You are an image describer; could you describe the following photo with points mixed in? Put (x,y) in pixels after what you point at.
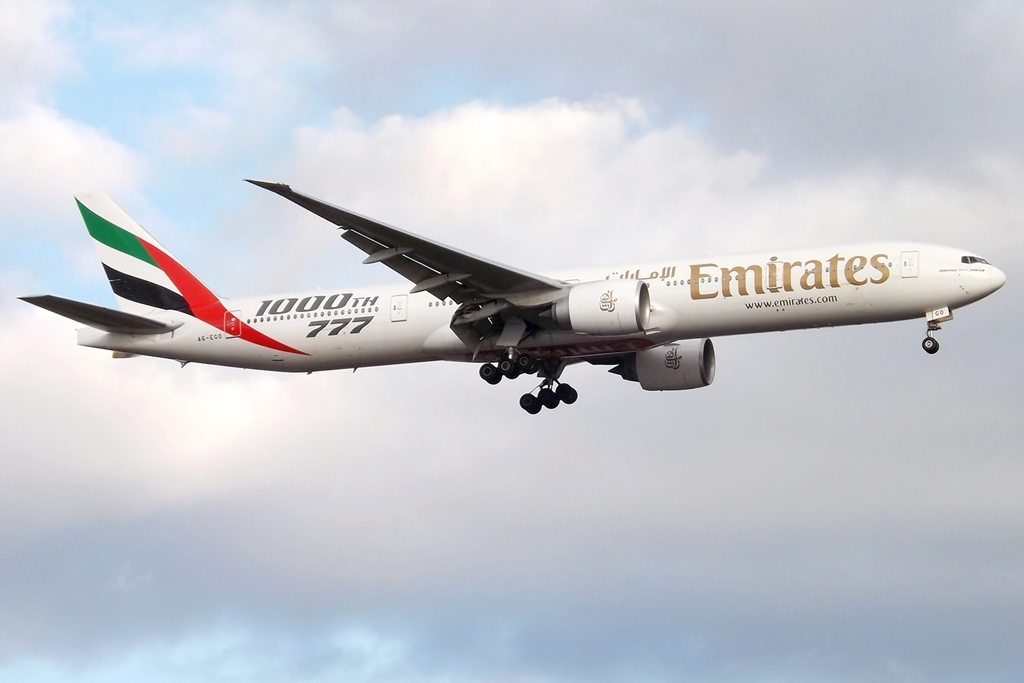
In this image there is an emirates airplane (679,297) which is flying in the sky (166,244). And there is a sky (233,167) with clouds (650,231).
